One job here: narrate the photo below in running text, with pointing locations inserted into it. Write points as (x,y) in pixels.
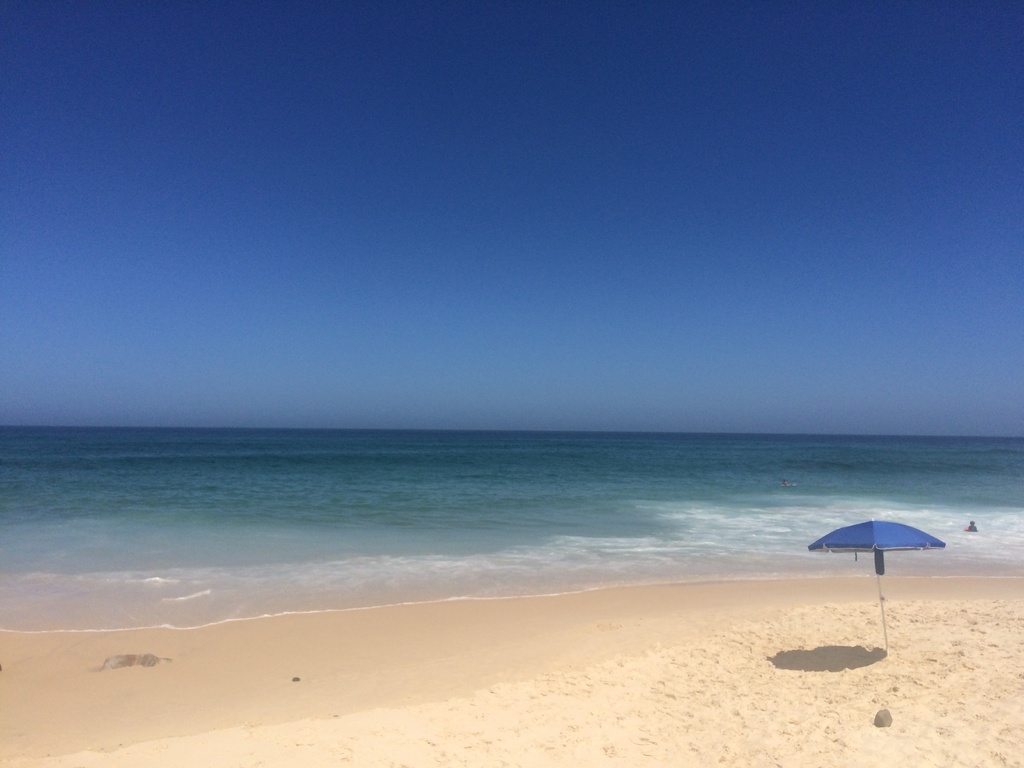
In this image there is an umbrella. There is some object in the sand (617,696). In the background of the image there are people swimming in the water (378,491). At the top of the image (372,213) there is sky (284,158).
